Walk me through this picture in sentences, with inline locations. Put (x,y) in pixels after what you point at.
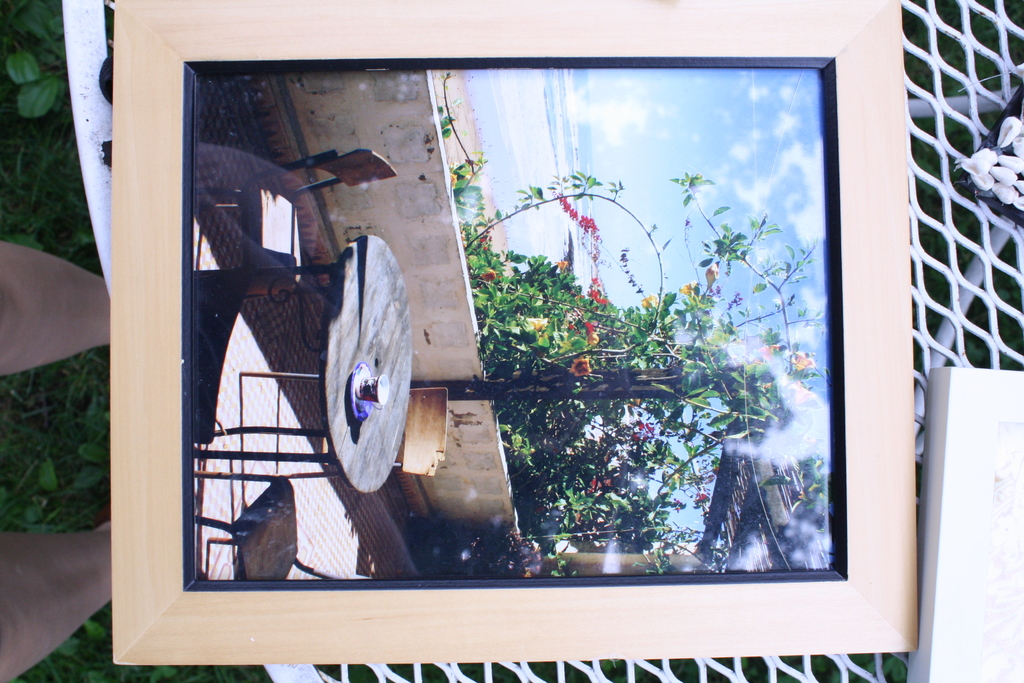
In this image there is a photo frame (684,438) and other objects (944,493) on the table (919,274). On the left side of the image (84,313) we can see the legs (48,576) of a person (54,548) on the surface (65,675) of the grass (109,662).
